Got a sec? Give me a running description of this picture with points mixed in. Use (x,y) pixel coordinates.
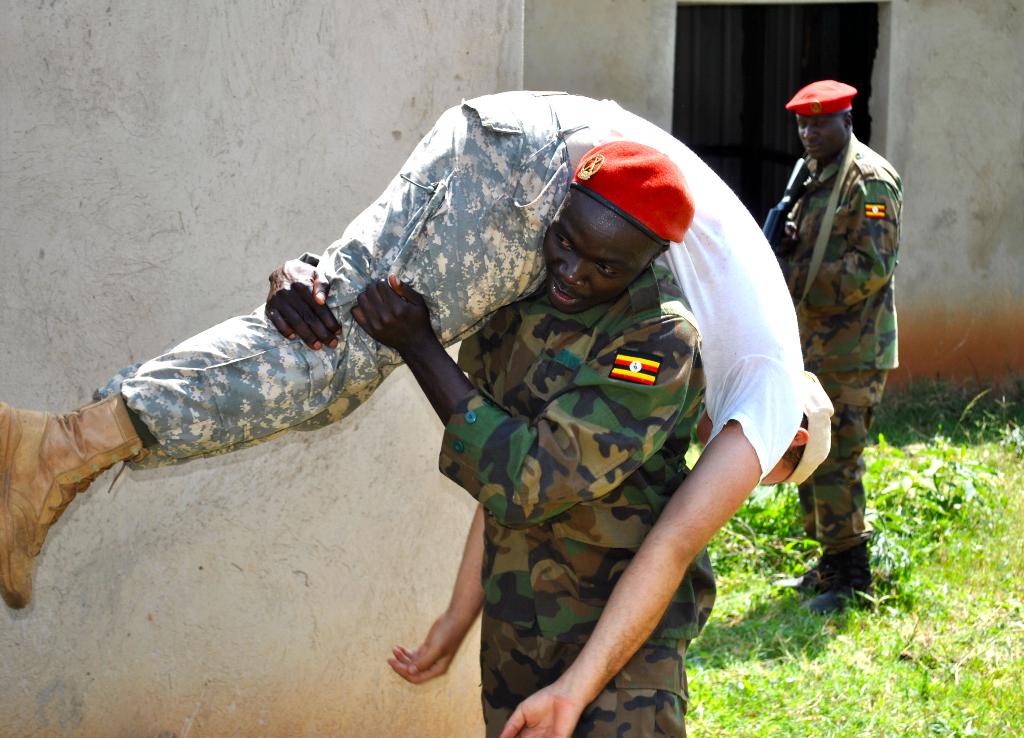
In this picture there is a person (658,267) standing and holding the other person (800,450). At the back (883,173) there is a person (892,203) standing and holding the gun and there is a building (621,66). At the bottom (855,690) there are plants (886,498) and there is grass (914,546).
